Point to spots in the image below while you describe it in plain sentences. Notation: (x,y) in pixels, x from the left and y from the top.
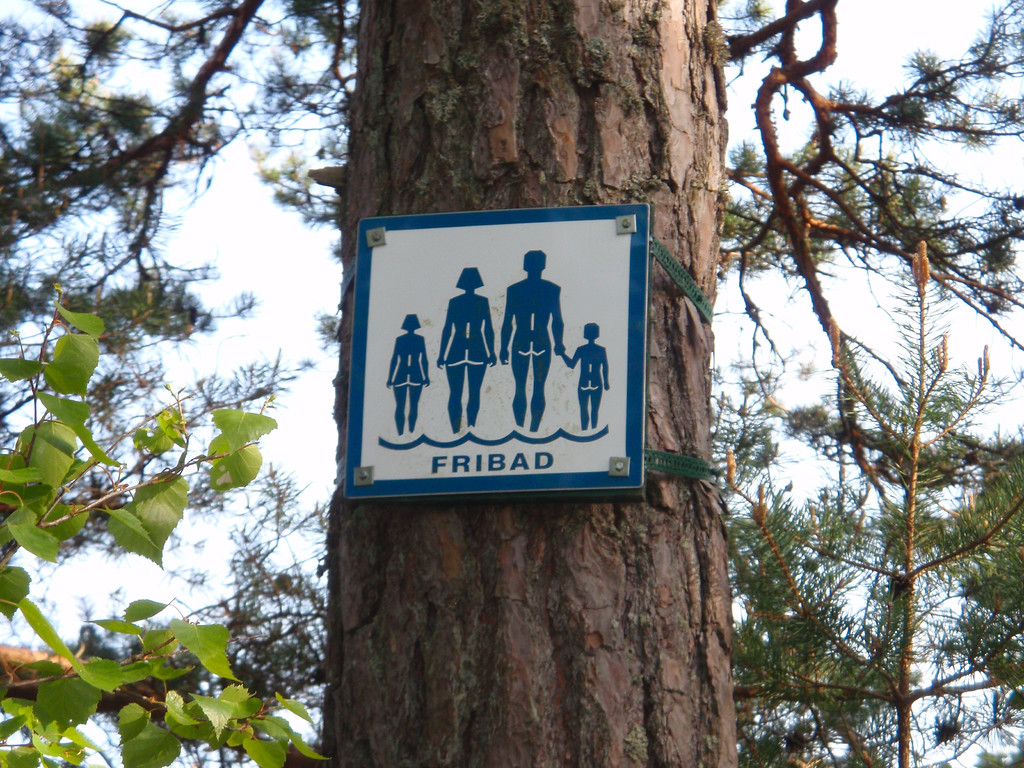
In this image, in the middle (679,454) we can see a tree trunk (676,117) and we can see a board (375,287) on the tree trunk (655,271). On the left side (82,350), we can see some green leaves (3,612) and we can see the sky (840,59).
